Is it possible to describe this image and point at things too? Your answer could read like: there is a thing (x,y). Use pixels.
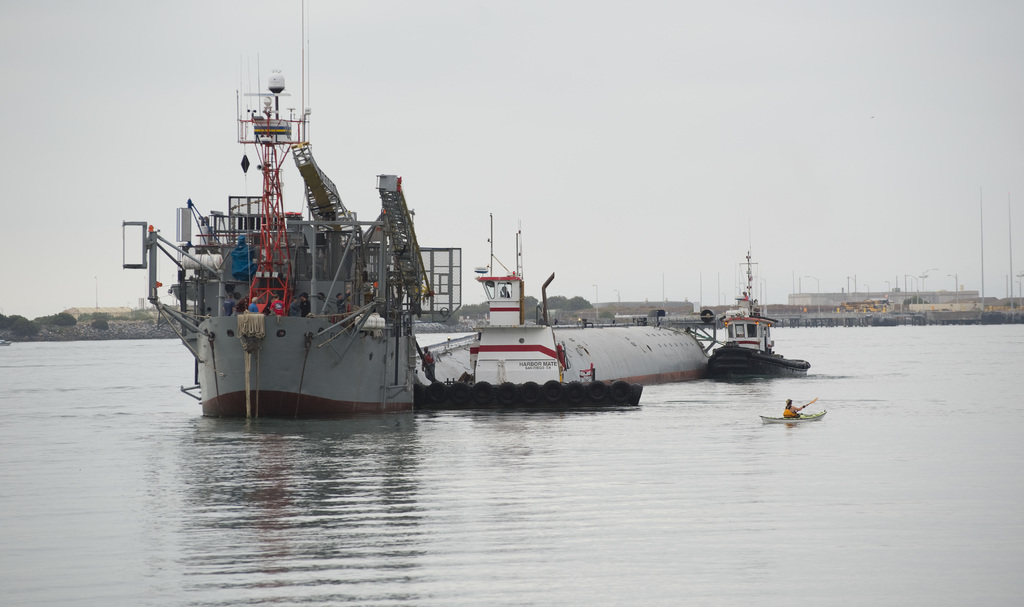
In this image I can see a ship (417,304) on the water (894,502). Background (861,300) I can see few buildings (881,297), trees (39,327) in green color and sky (55,307) in white color.
